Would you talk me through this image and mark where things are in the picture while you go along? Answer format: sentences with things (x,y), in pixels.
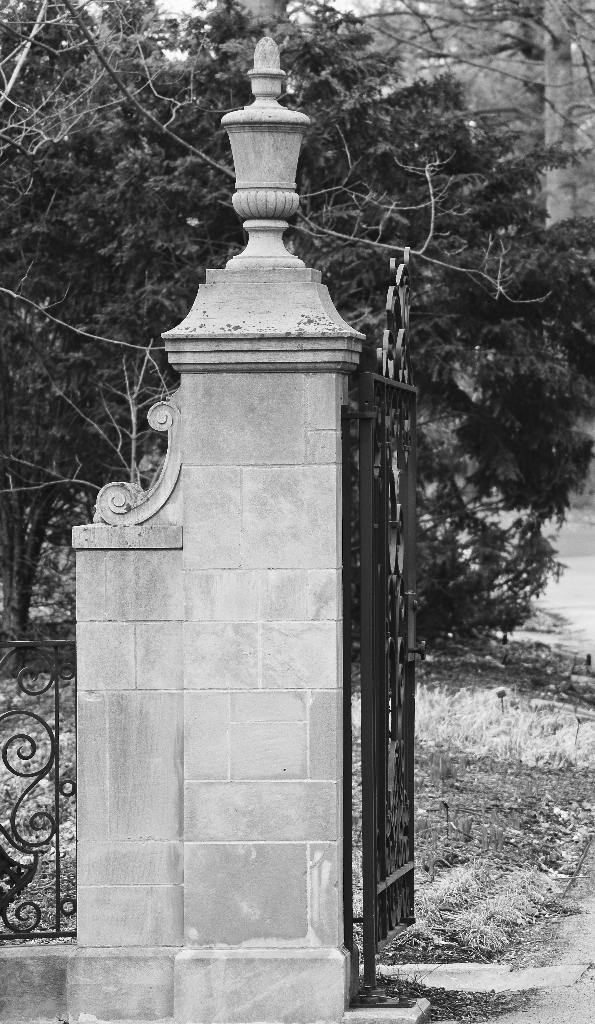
This picture shows a metal gate (400,707) and we see a metal fence (20,798) and few trees (539,50) and grass (495,723) on the ground (580,915).
